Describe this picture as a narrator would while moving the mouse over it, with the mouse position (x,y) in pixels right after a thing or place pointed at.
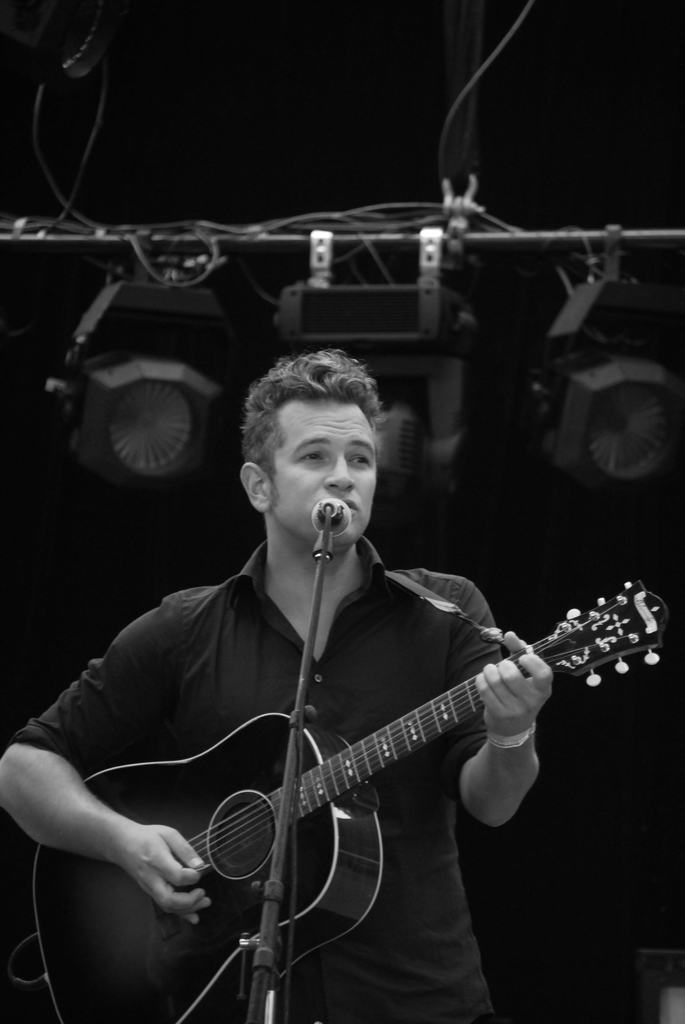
A man (344,538) is playing guitar (167,933) and singing on the microphone (337,509). Behind him there is a pole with hanging lights (170,371).
